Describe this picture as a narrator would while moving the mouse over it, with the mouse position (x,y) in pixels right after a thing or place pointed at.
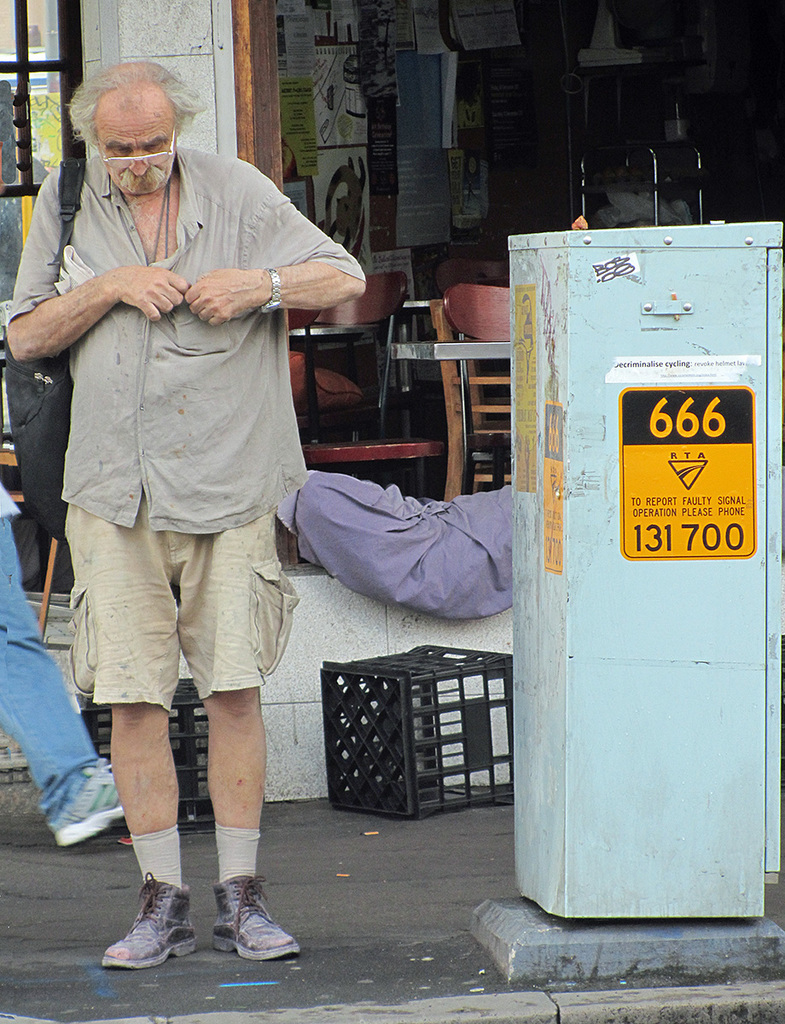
In this image we can see an old man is standing on the road (40,921). In the background (364,730) we can see chairs (387,455), baskets (374,760), a box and posters (315,147) on wall (342,135).
